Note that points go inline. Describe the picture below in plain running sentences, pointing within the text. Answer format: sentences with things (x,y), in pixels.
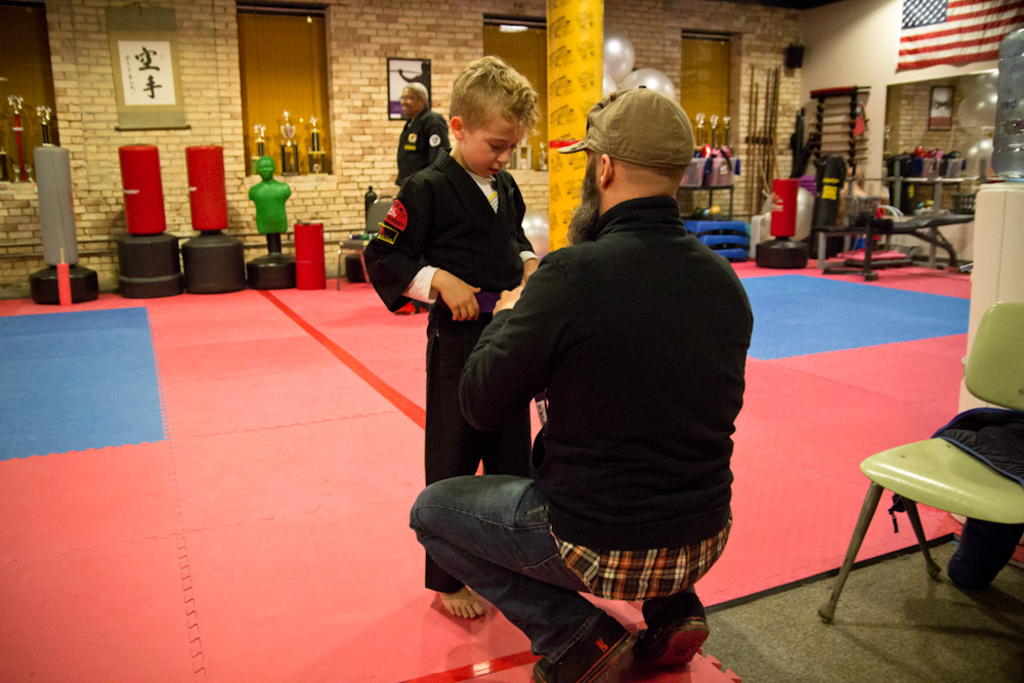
a person (636,462) is wearing a black shirt (624,347). in front of him a person (482,273) is standing wearing a black dress (457,358). behind him there a person (424,143) standing. at the back (412,73) there is a brick wall (367,66) and a photo frame (399,74). at the right (941,125) there is a mirror (938,144), above that there is a flag (927,38). in the right (971,484) front there is a green chair (937,494).
